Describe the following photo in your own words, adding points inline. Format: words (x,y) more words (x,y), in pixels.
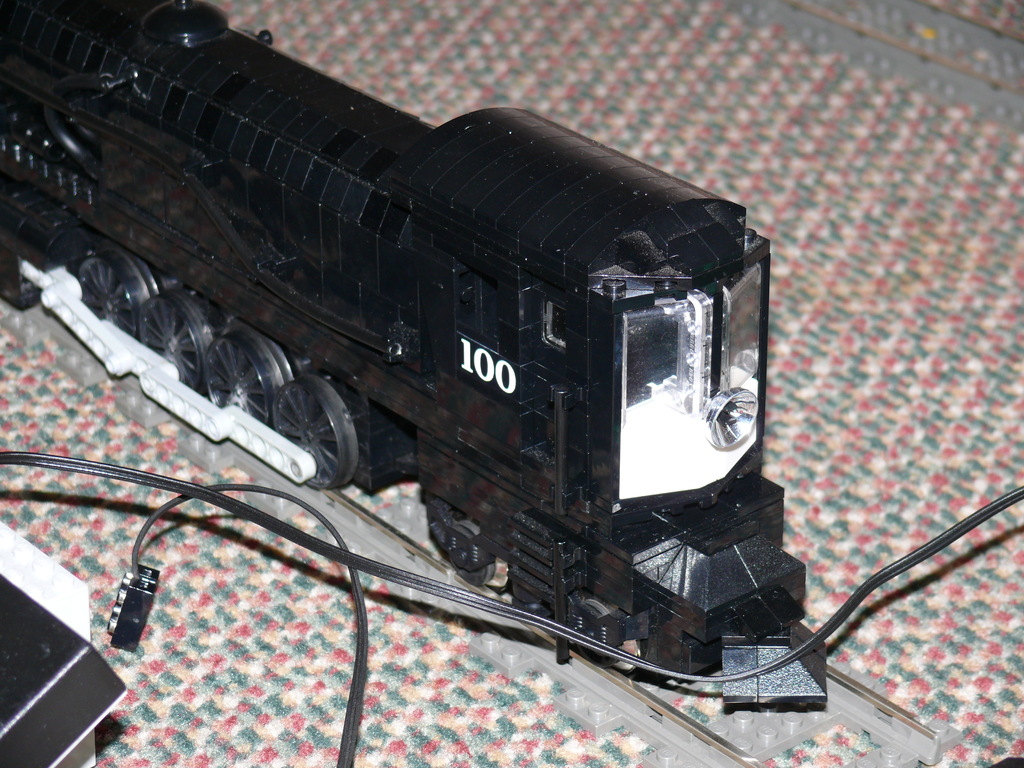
In this picture we can see a toy train (458,462) which is in black color. Bottom of the image (55,664) we can see one box (51,652) and some wires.
